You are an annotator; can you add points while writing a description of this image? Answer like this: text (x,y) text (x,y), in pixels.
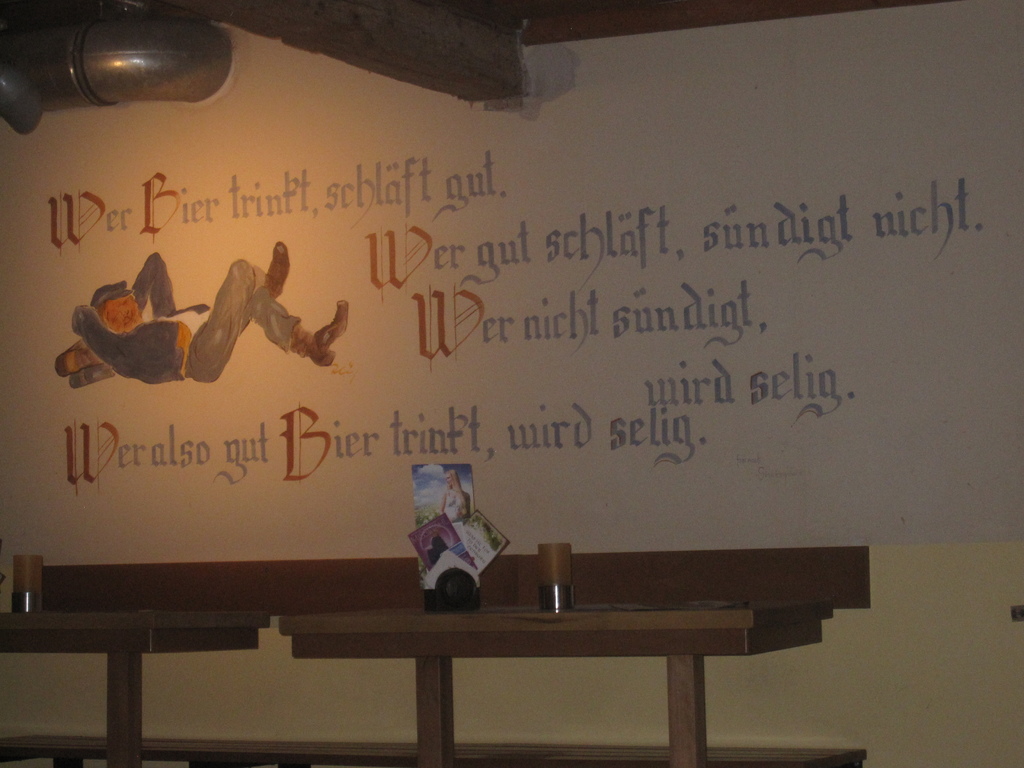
There are tables (386,633). On that there are some items (461,586). In the back (730,438) there's a wall (696,357). On the wall (397,237) something is written and there is a painting (184,334) of a person (200,346) lying.
